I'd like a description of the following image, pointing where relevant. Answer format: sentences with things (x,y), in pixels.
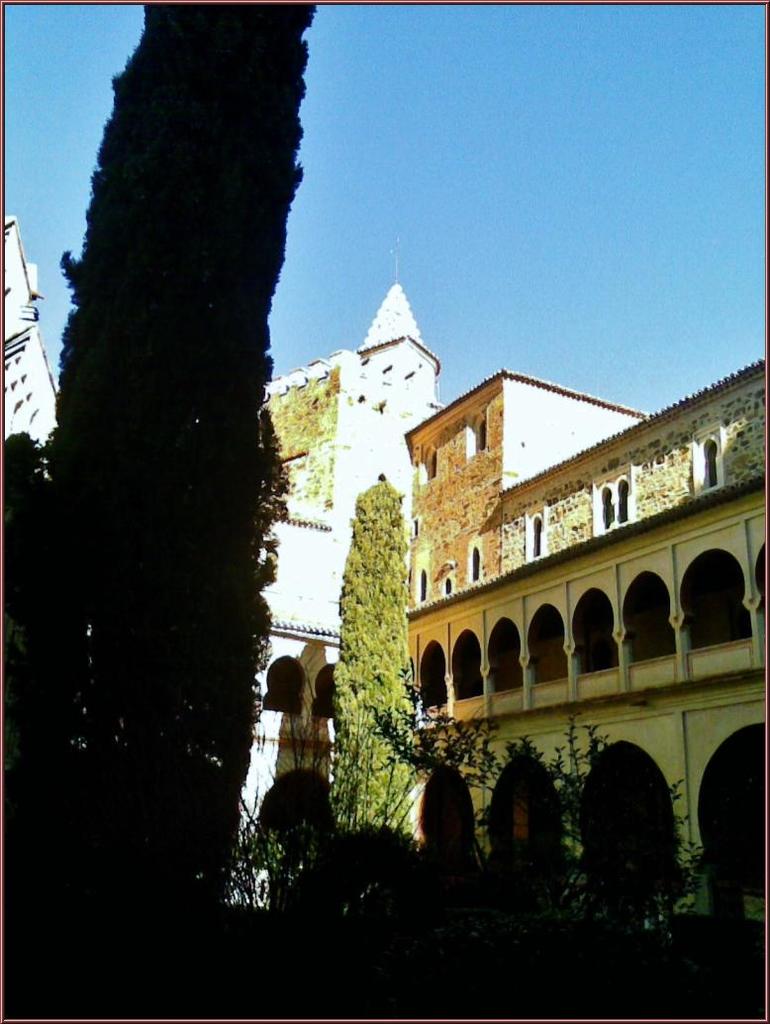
In this image we can see trees (390,792), plants (415,874), buildings (338,618) and the sky (625,356).
